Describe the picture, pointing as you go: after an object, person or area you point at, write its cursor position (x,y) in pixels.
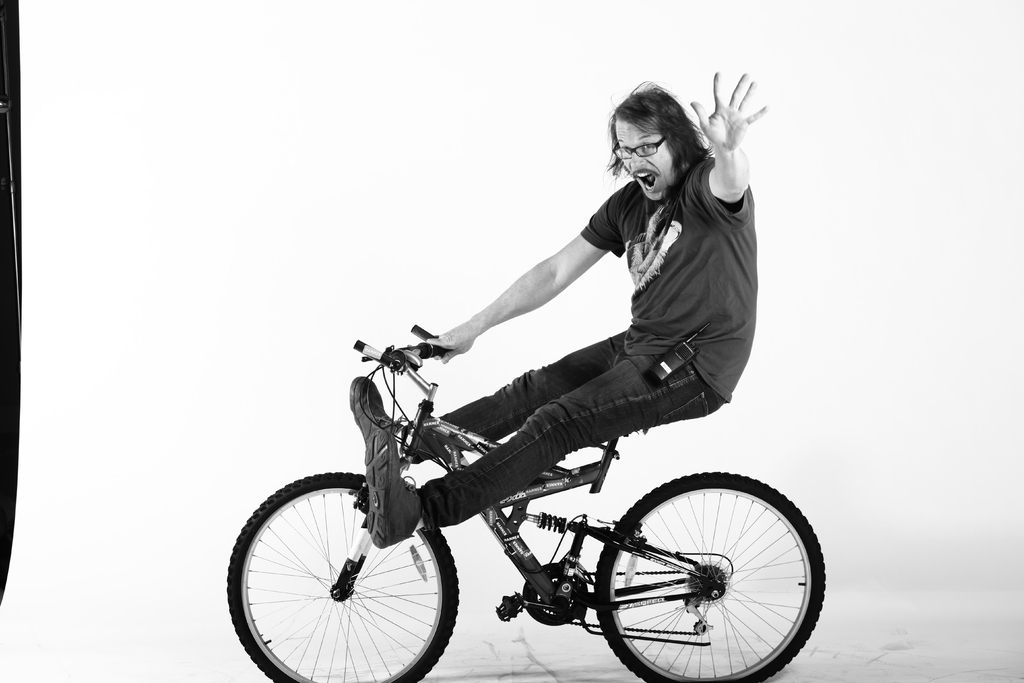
In this picture we can see men (492,325) wore spectacle (634,150) holding bicycle (521,489) in his hand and shouting and in background (381,237) it is white in color.
